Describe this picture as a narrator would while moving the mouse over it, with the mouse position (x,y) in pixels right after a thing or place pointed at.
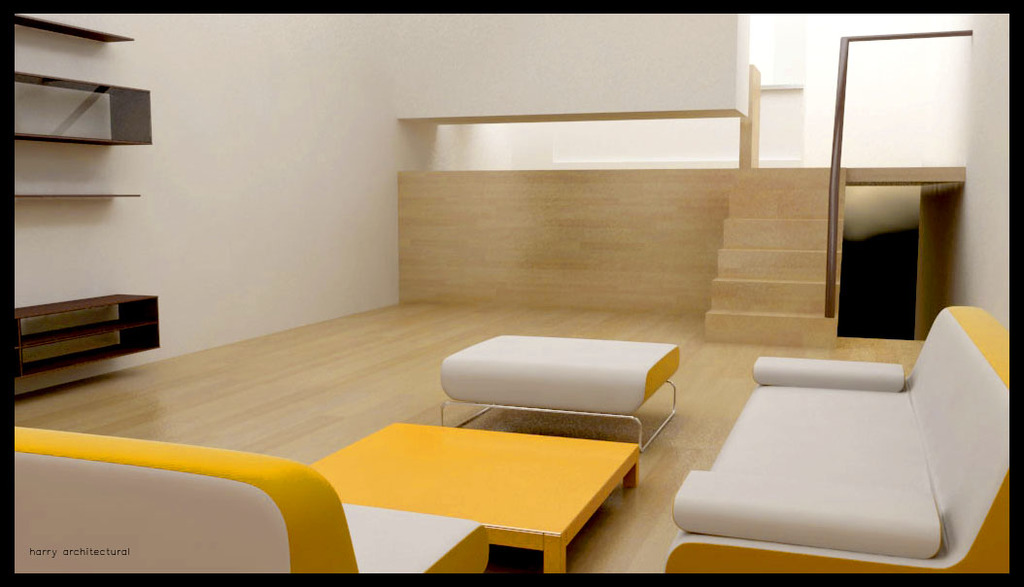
There are sofas (207,452) and a table (530,463). Also on the wall (189,176) there is a cupboard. In the background (756,225) there is staircase (786,217) with railing (834,236).
